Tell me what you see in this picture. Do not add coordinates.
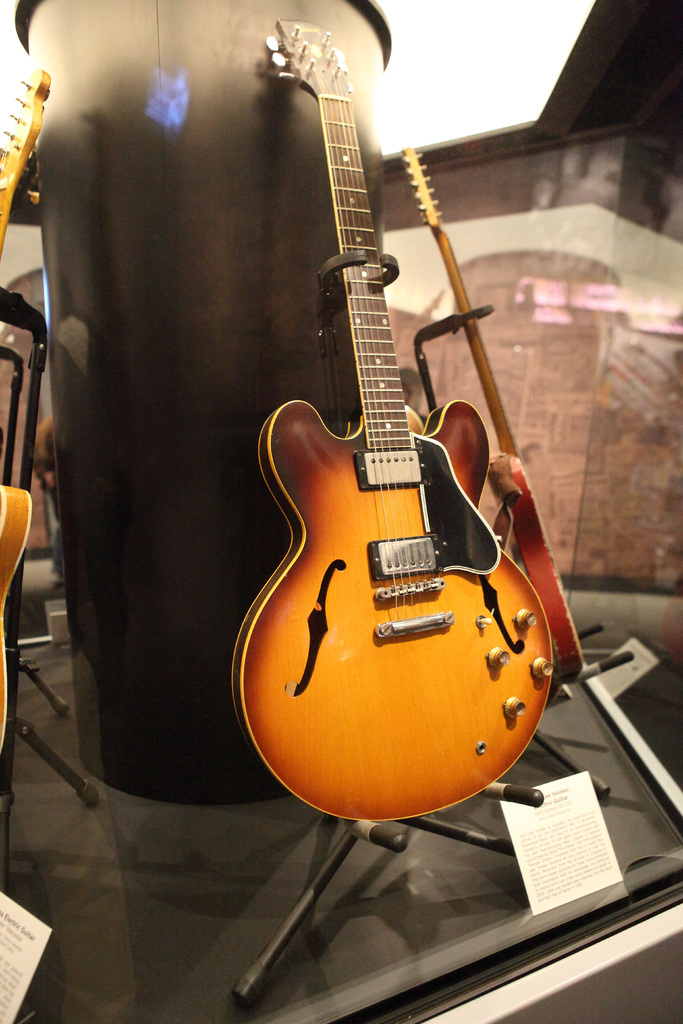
This picture shows three guitars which are placed on stands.
